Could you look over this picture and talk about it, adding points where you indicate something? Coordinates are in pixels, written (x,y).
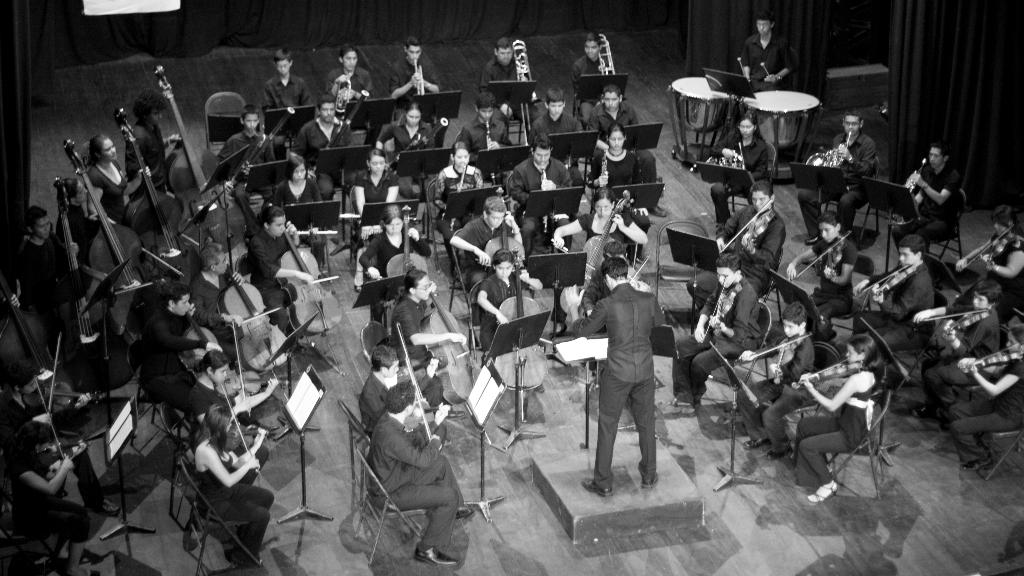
This is a black and white image. In this image, we can see a group of people (998,427) are sitting on the chairs (860,445) and few people (395,488) are playing musical instruments (297,284). In-front of the people (83,503), we can see stands (363,292) and books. Here a person (630,400) is standing on the stage (650,504). Here we can see a floor (785,569). Top of the image (962,56), we can see curtains (962,56).
